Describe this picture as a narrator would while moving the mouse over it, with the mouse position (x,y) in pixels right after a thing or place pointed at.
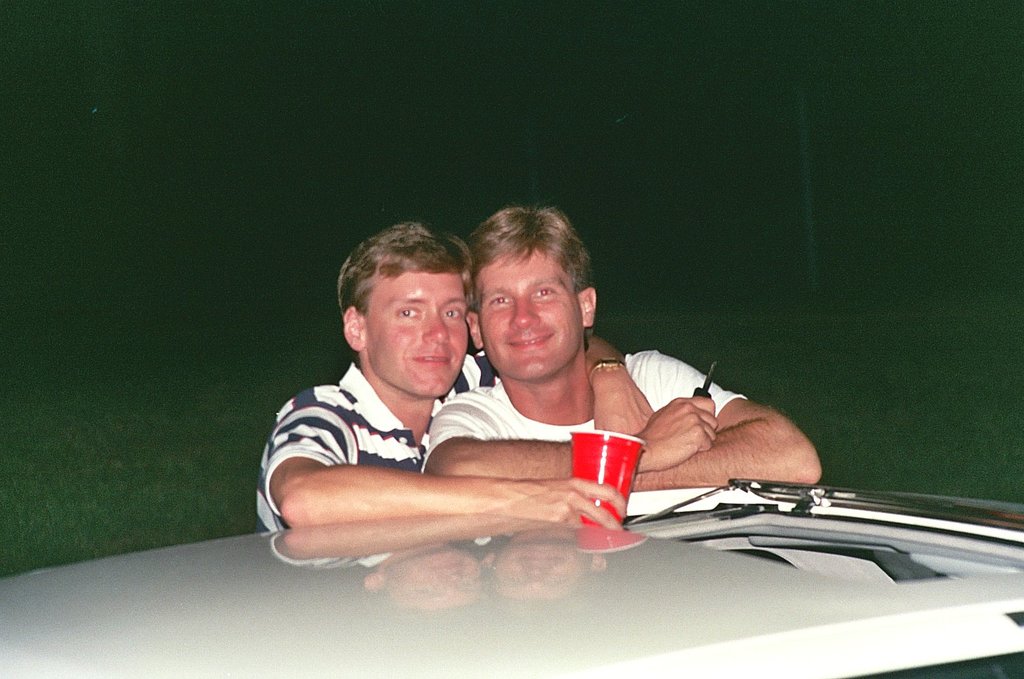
In this picture there are two men (387,387) smiling and this man (489,367) holding a glass (629,497), in front of these two men (378,482) we can see white platform (412,632). In the background of the image (652,234) it is dark.
